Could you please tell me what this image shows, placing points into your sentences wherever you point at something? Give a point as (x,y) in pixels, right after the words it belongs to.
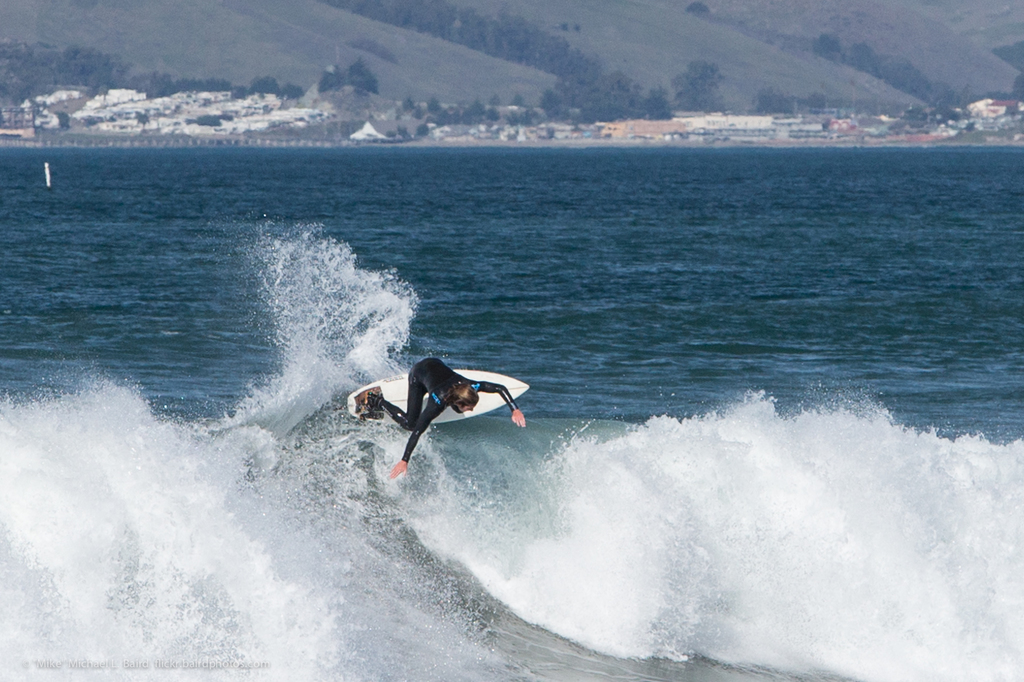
In this image I can see a person (457,403) is surfing in the sea (549,396), this person (438,397) wore black color dress (445,382). At the top (551,63) there are houses (602,126) and trees (573,101).
